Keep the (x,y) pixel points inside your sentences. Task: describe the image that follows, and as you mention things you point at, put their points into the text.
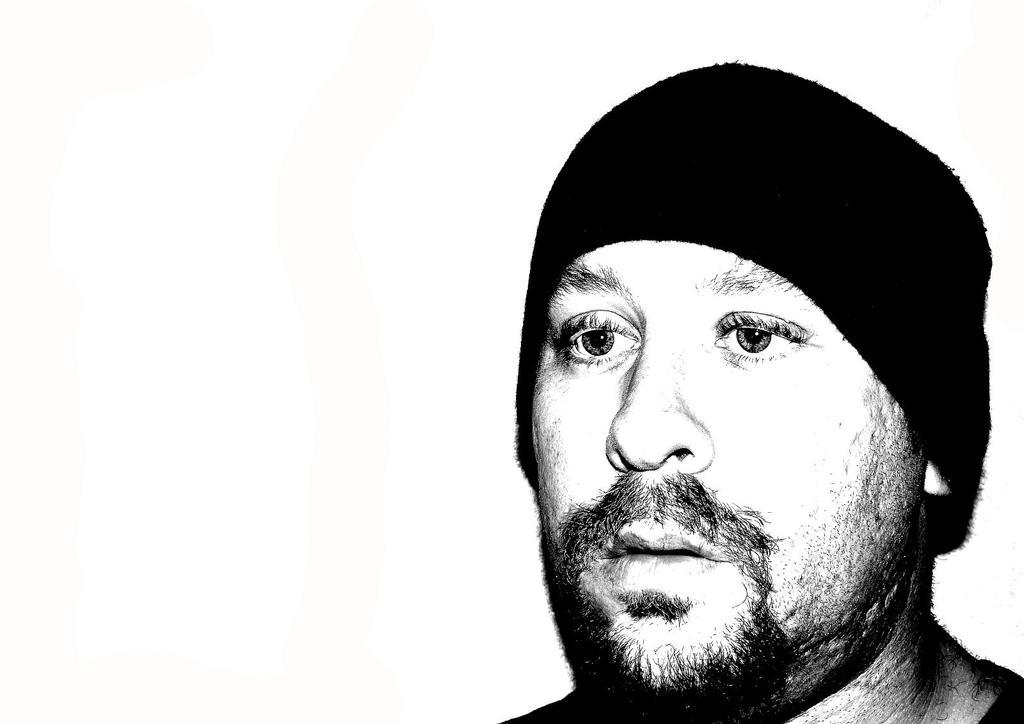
This is a black and white image in this image there is a person (982,222) wearing a cap (522,385).
